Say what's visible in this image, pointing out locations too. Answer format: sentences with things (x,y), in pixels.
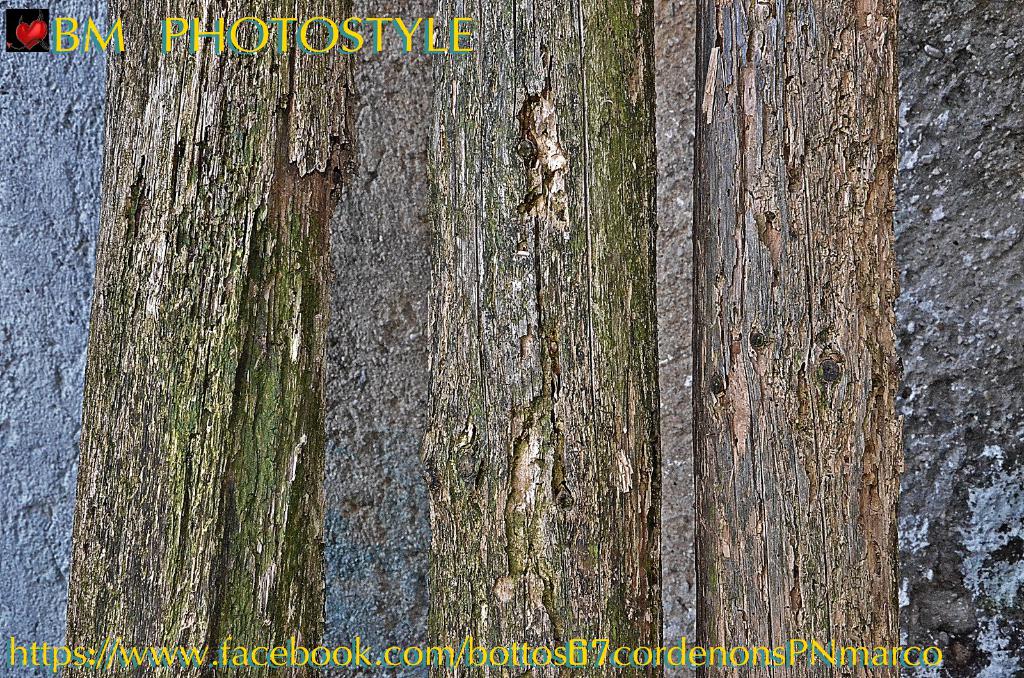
This image consists of wooden planks (549,551). In the background (388,411), there is a wall (51,617). At the bottom (131,650), there is a text (131,650).
